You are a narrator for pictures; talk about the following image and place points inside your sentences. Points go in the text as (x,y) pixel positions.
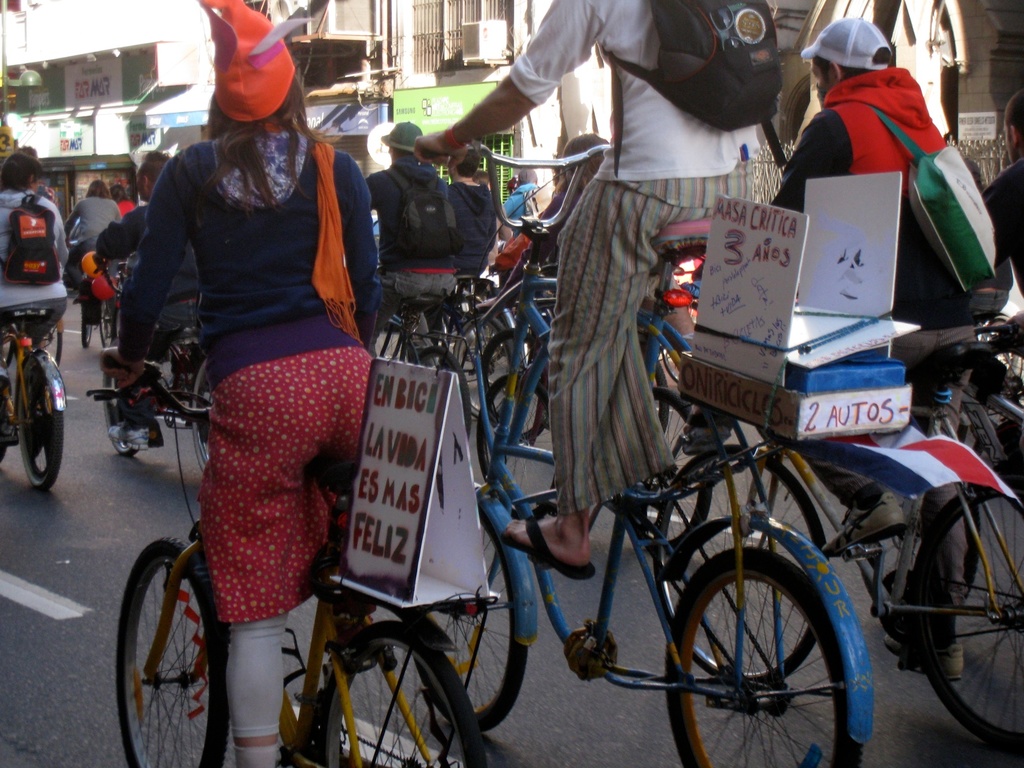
Few people (432,287) are riding cycle (456,358). Behind the cycle (483,418) there are boards (406,473).
